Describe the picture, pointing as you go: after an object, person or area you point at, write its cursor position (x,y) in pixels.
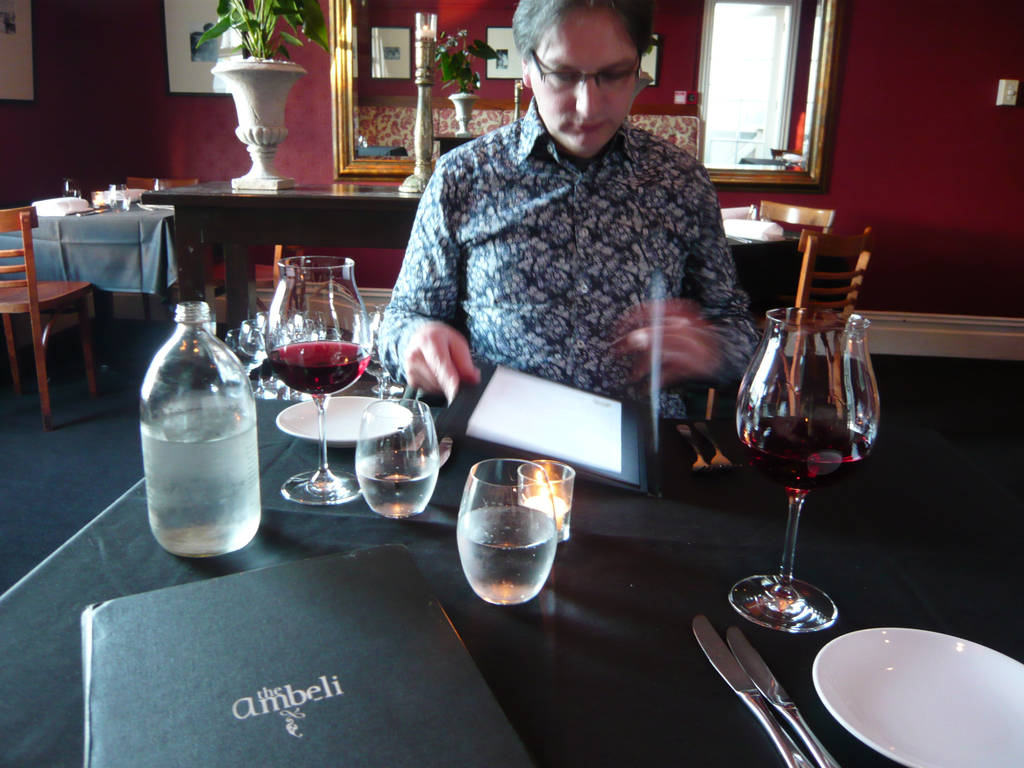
This Picture we can see a man (602,255) wearing blue color printed shirt (595,278) is sitting on the restaurant table (680,453) and looking in the menu card (614,437). On the table (466,454) we can see some water glasses (380,490), white plate (332,419), red wine glass (333,381) and another menu card (305,686) on which the ambeli is written. Behind We can see another table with chairs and flower pot (278,100).
